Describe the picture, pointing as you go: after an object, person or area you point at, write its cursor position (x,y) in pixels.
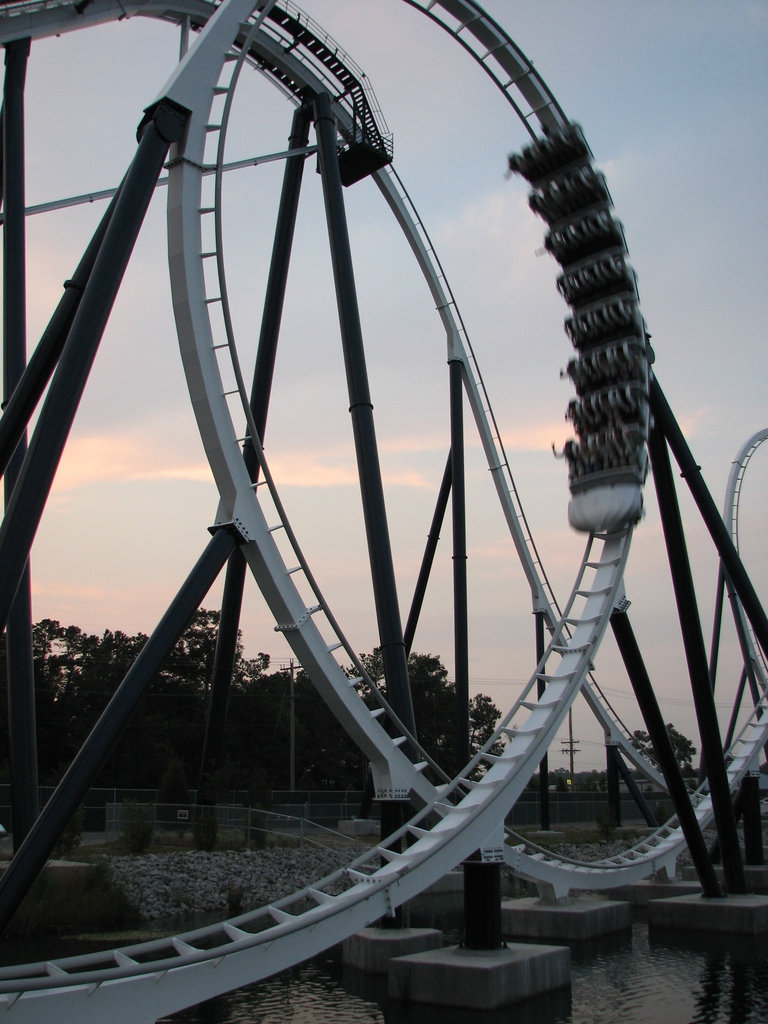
In this picture we can see a roller coaster ride (501,848). We can see a few poles (27,889) and water (380,1008). There are a few trees (687,749) visible in the background (45,701).
